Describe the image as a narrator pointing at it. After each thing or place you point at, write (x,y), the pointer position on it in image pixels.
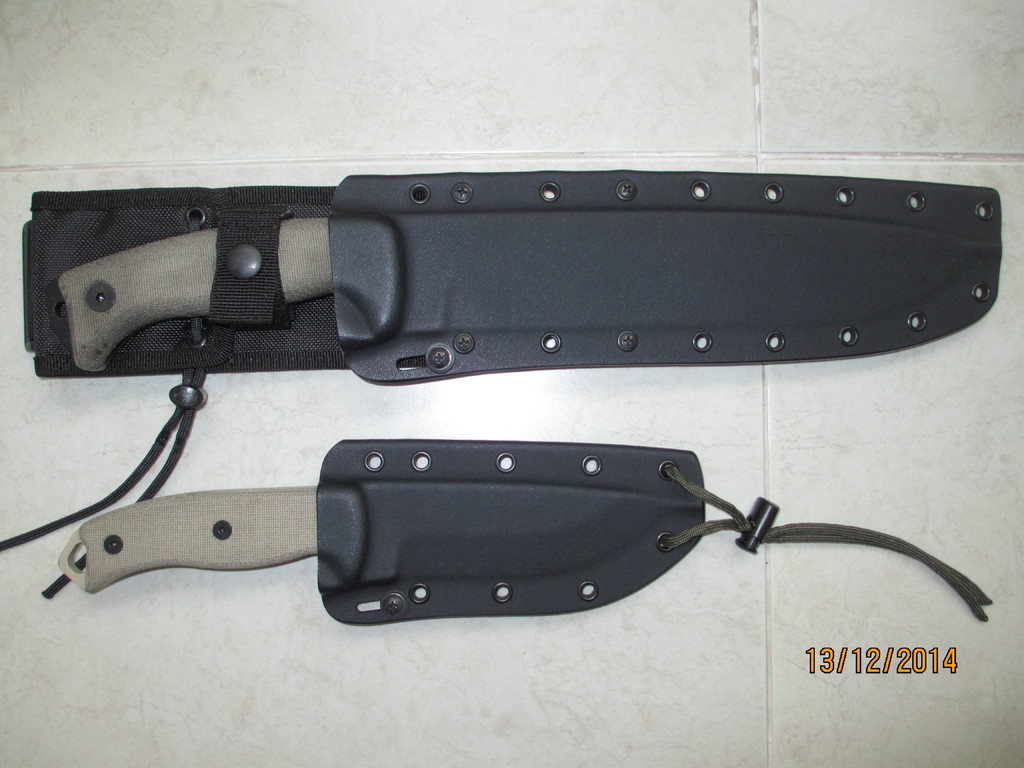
In this picture we can see two knives (552,475) one is a big one and one is small one (313,521), the knives (442,353) are in the knife holders (668,282) the two knives (679,305) consists of two threads (673,542) and they were placed on the floor (745,647).
